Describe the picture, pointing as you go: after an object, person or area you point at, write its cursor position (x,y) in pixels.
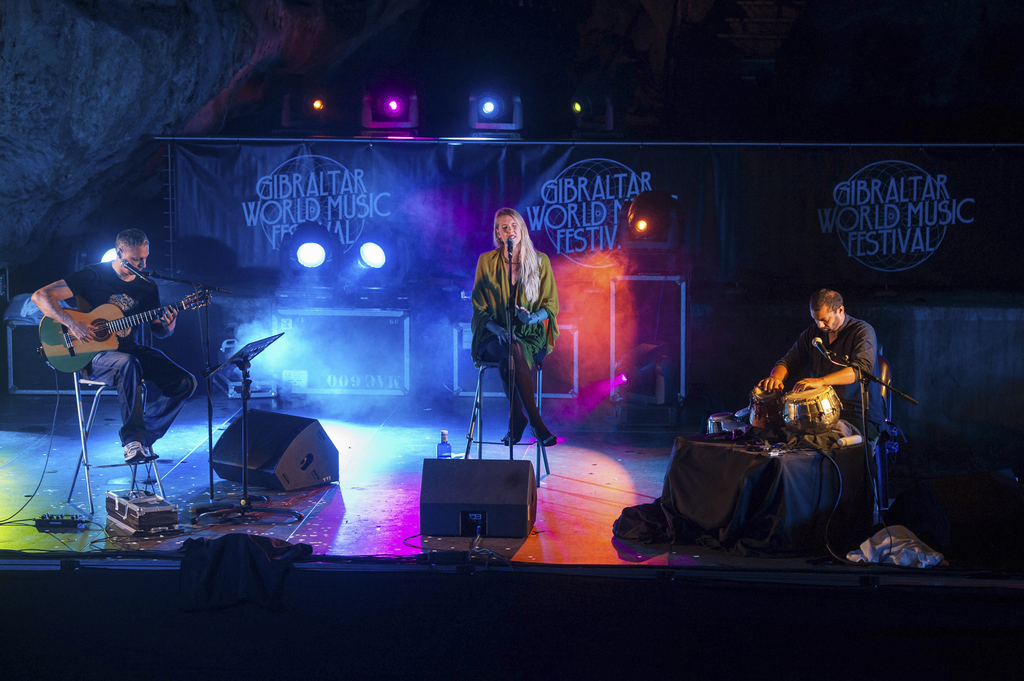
Here is a stage (549,588) a woman (536,418) is sitting on the chair (539,454) and singing a song and the left side of an image (131,421) a person (131,421) sitting on the chair (82,404) and playing the guitar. Here is a microphone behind him there are disco lights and banner (262,231) the right side of an image (757,418) person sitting on the chair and playing drums (803,400).
